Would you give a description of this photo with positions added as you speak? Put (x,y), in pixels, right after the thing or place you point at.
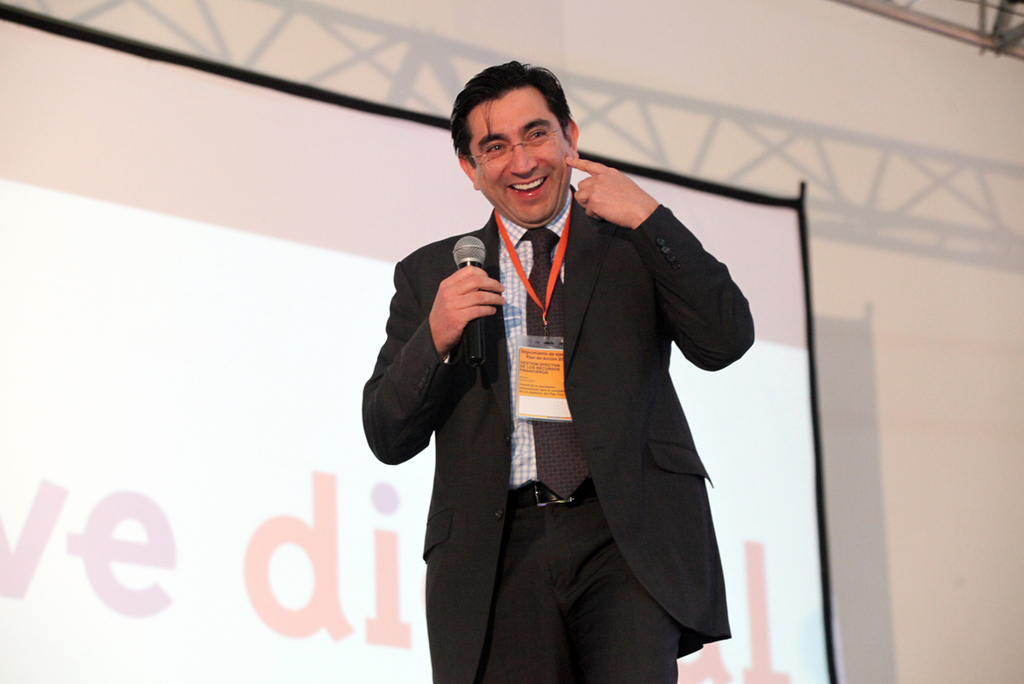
In the center of the image (504,247) there is a man (437,264) standing and holding a mic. In the background (411,59) we can see wall (840,247) and screen (749,242).
